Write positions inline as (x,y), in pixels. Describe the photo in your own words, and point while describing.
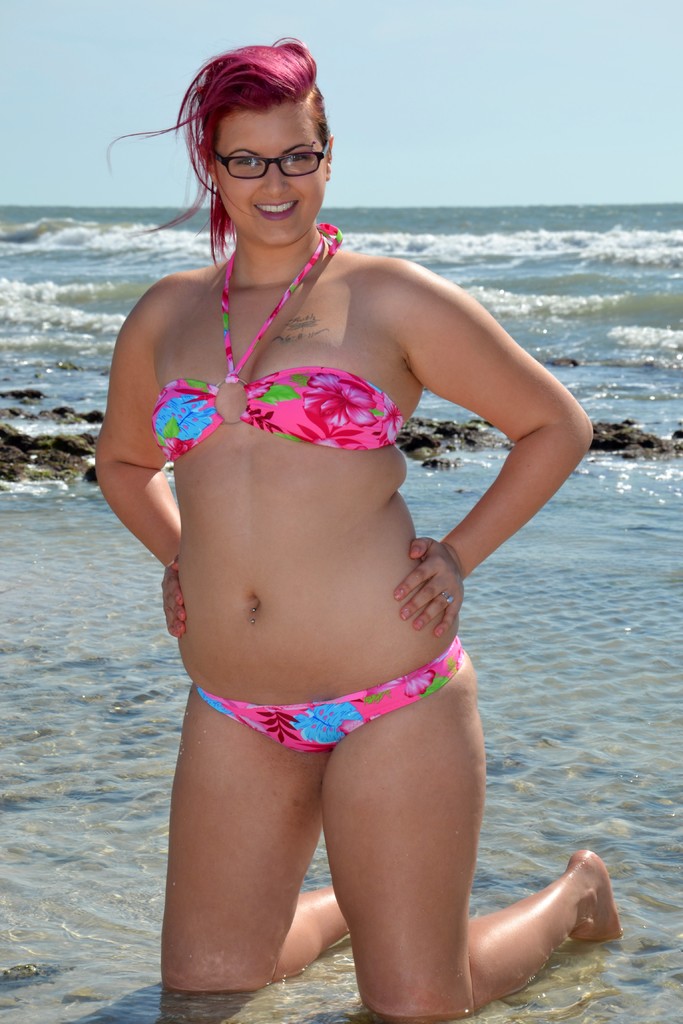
In this image I can see the person (350,571). I can see the water (640,531) and the sky (424,135).
